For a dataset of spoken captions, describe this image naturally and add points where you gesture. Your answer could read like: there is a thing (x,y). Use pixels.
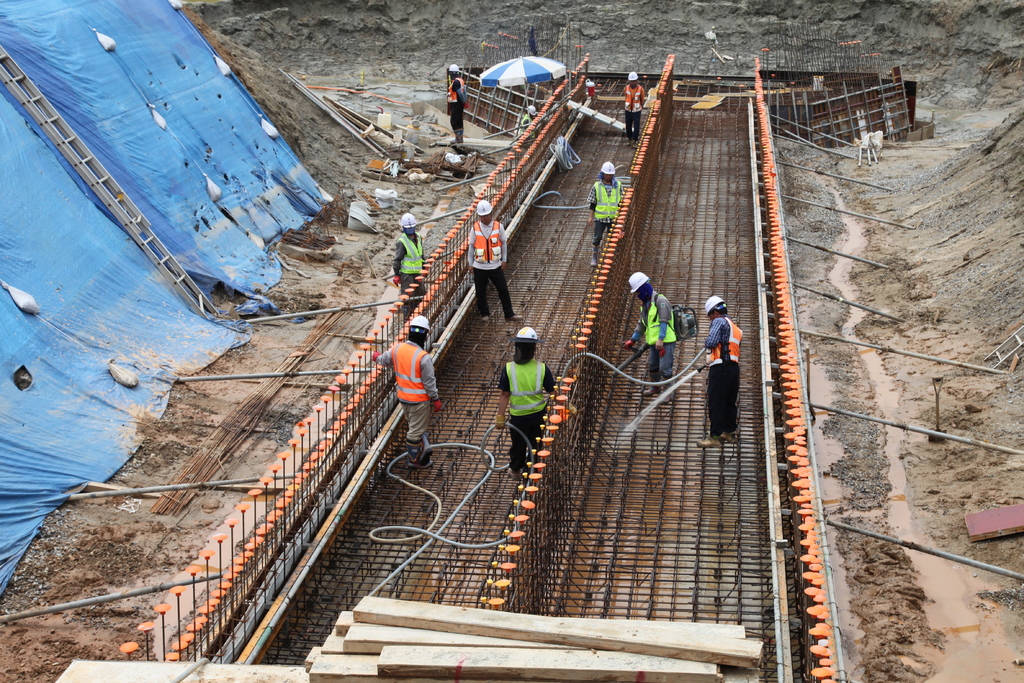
In this picture I can see the workers (715,431) who are standing near to the rods (579,284). On the left (184,281) there is a ladder (101,194) which is kept on this blue carpet (169,205). On the right (914,303) I can see the sand (922,248). At the top (585,74) I can see an umbrella (522,79) and other objects (648,118). At the bottom (414,641) I can see the wooden rafter (416,651).
